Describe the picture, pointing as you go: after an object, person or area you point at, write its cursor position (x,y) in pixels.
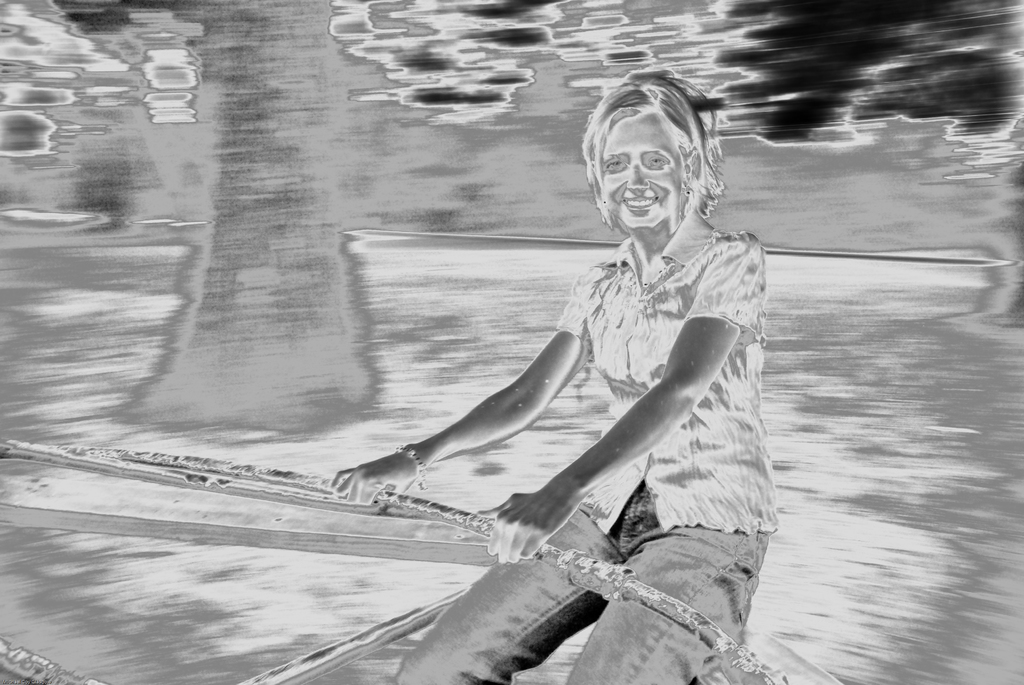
This is an edited image. In this image we can see a woman (607,458) smiling and sitting on the seesaw (490,548).
